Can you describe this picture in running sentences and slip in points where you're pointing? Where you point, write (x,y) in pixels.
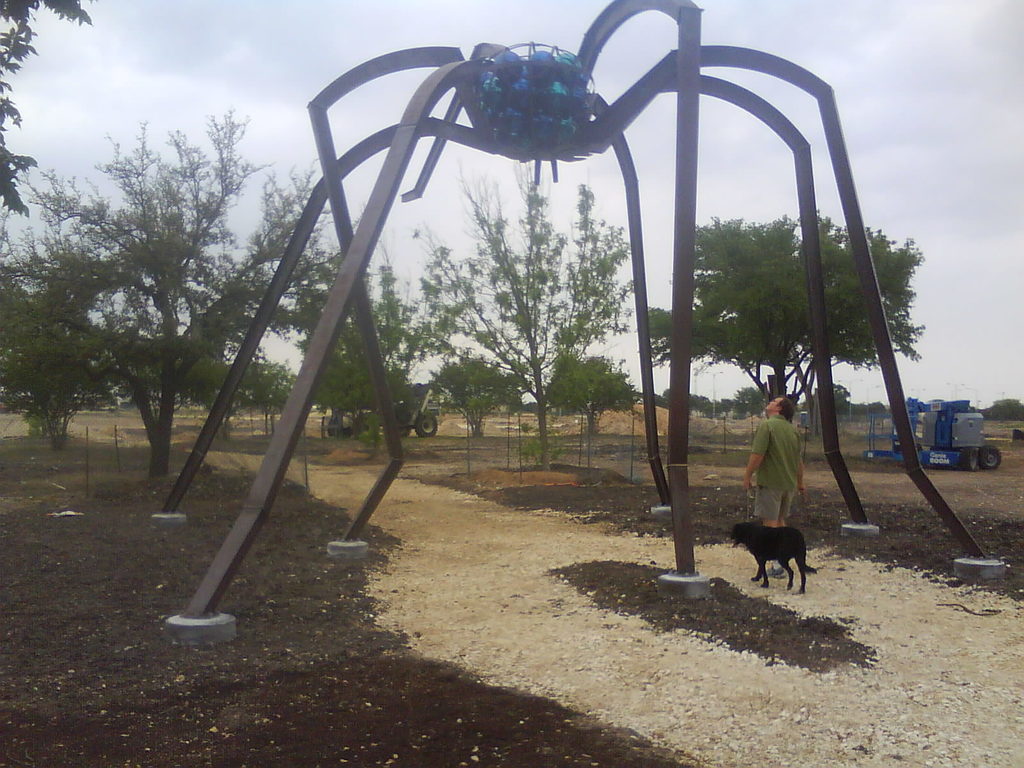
In this picture we can see the spider structure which is made from the steel (361,299). Here we can see a man (755,469) who is wearing t-shirt (782,465), short (772,498) and shoe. He is standing near to the black dog (793,537). On the right (968,411) we can see vehicle (941,444) in the farm land (985,473). Here we can see another vehicle (422,418) which is parked near to the fencing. In the background (837,409) we can see many trees (128,348). At top (890,58) we can see sky (828,29) and clouds (261,33).
